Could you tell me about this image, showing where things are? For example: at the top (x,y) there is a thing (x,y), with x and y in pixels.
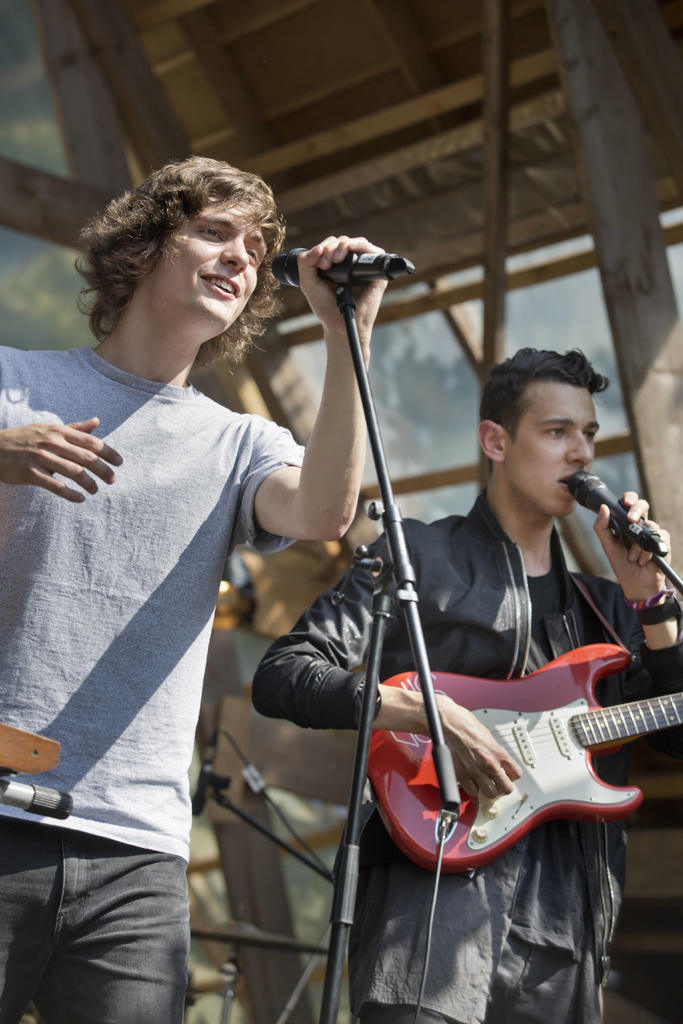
In this image I can see two men (146,584) are singing a song by holding mike (277,266) in their hands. The person (474,613) who is standing at the right side of the image (527,645) is playing the guitar (519,728). In the background (430,147) I can see a building (249,109).
